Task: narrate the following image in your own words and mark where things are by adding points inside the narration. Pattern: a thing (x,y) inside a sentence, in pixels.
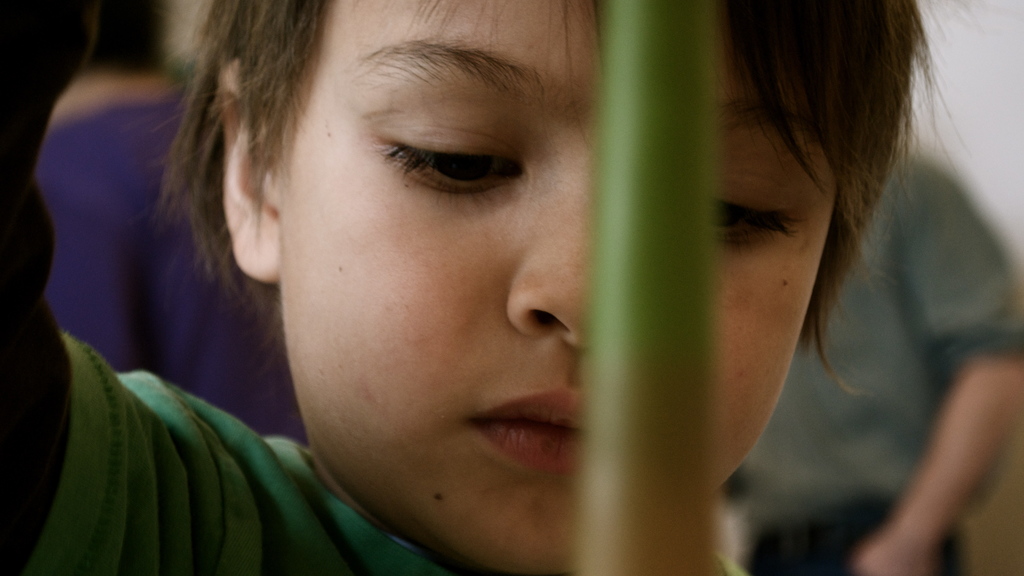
In this image we can see three persons (422,519), among them, one person (424,514) is holding an object (632,267).
